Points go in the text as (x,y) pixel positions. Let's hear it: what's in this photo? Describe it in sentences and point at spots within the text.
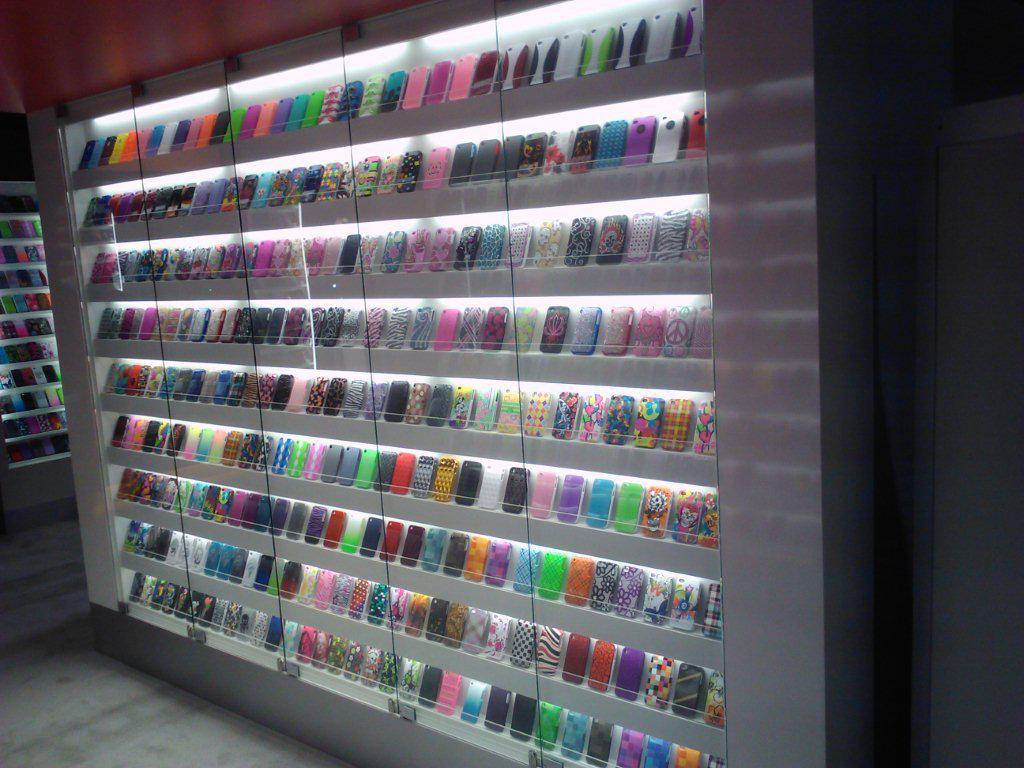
In this image, these look like colorful mobile phone case covers (347,167), which are arranged in the rack (188,225). I can see the glass doors (368,627). This looks like a door (956,519).
